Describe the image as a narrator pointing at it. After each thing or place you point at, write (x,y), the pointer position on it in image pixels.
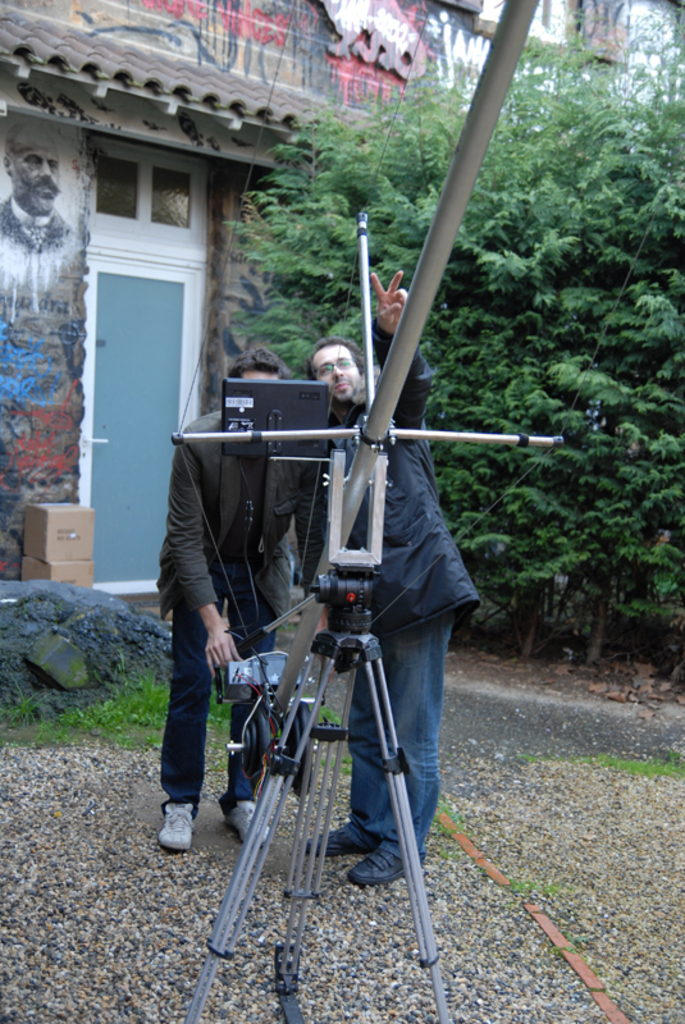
In this image we can see two persons (324,496) are standing on the ground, in front (333,503) there is the stand (341,570), there are the trees (394,213), there is the building (120,81), there is the door (135,572).
